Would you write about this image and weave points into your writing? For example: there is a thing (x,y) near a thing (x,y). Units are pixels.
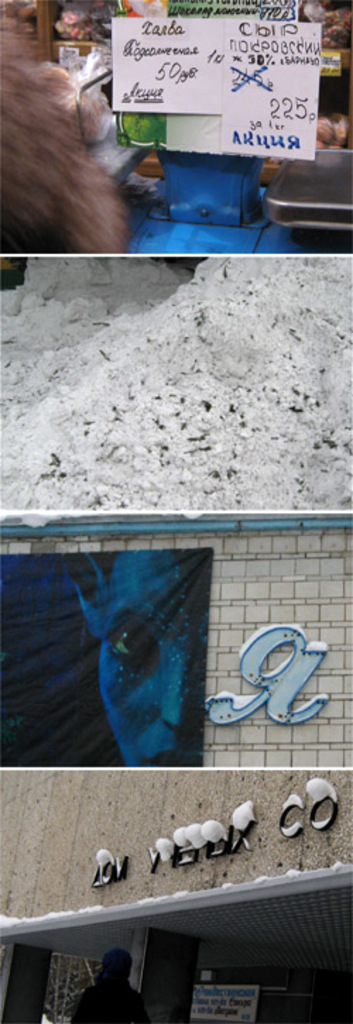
This is a photo grid image, on the top (124,99) image having a label board (177,100) with groceries (99,60) behind it on shelves (350,58) and below it, the image having pile (136,476) of white powder (162,311) and below there is a poster (119,581) of alien (142,591) on the wall (235,583), on the bottom (102,1001) image there is a person (109,994) walking in front of a building (142,860).
